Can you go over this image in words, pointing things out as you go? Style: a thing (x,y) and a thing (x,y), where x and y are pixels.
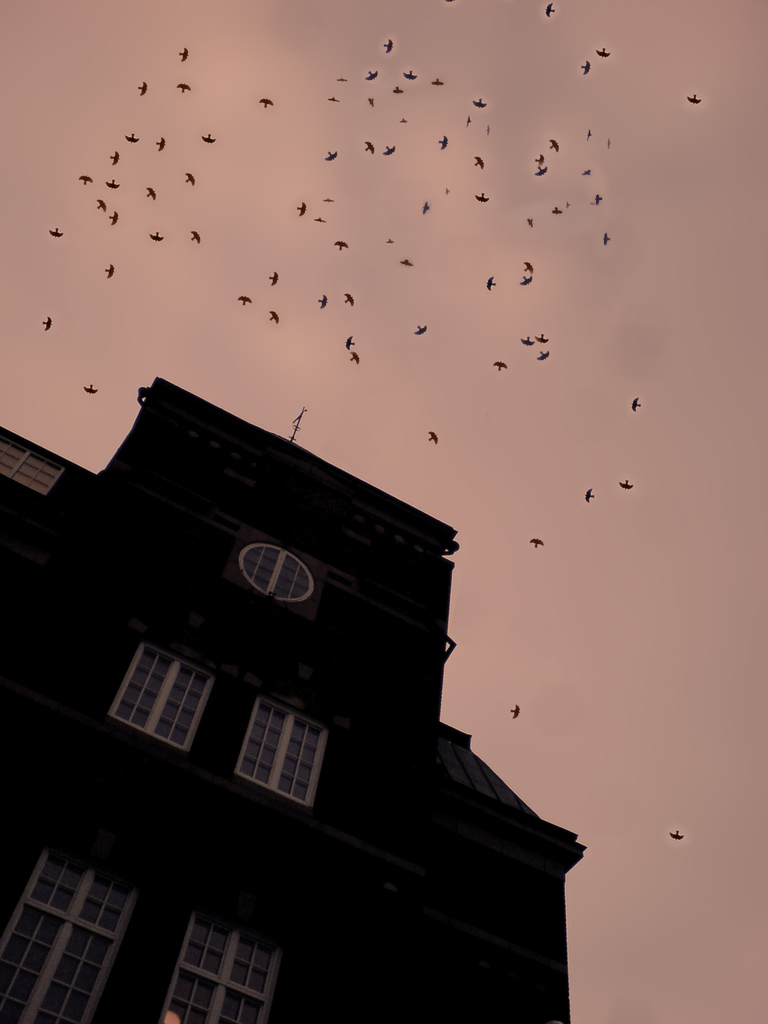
In the picture we can see a building (40,524) which is black in color with windows (52,930) and on the top of it, we can see a sky (655,594) with many birds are flying.
